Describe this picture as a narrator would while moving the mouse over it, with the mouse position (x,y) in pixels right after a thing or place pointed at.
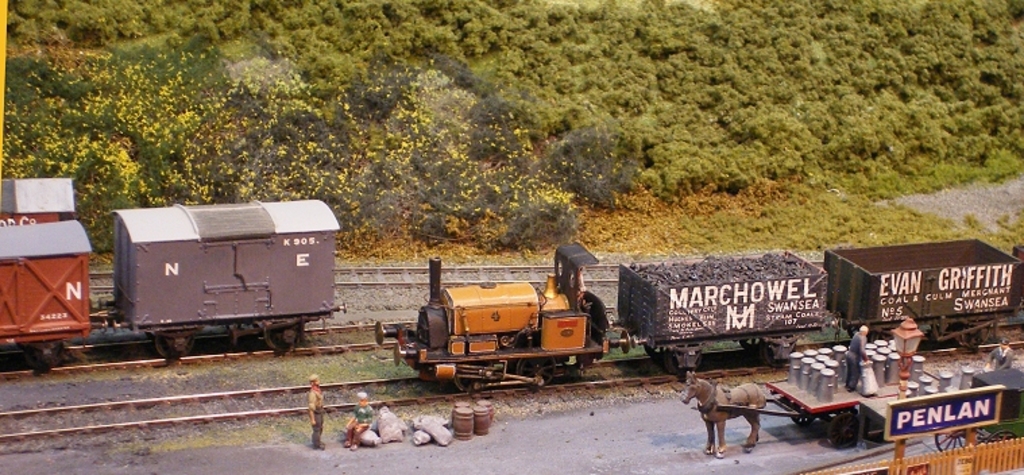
In this picture I can see there is a train (568,340) moving on the tracks (186,396) and there are few people (317,418) on the platform (456,446) and there is a cart (845,385) here and there are plants (488,222) and trees (443,191) in the backdrop (534,157).
